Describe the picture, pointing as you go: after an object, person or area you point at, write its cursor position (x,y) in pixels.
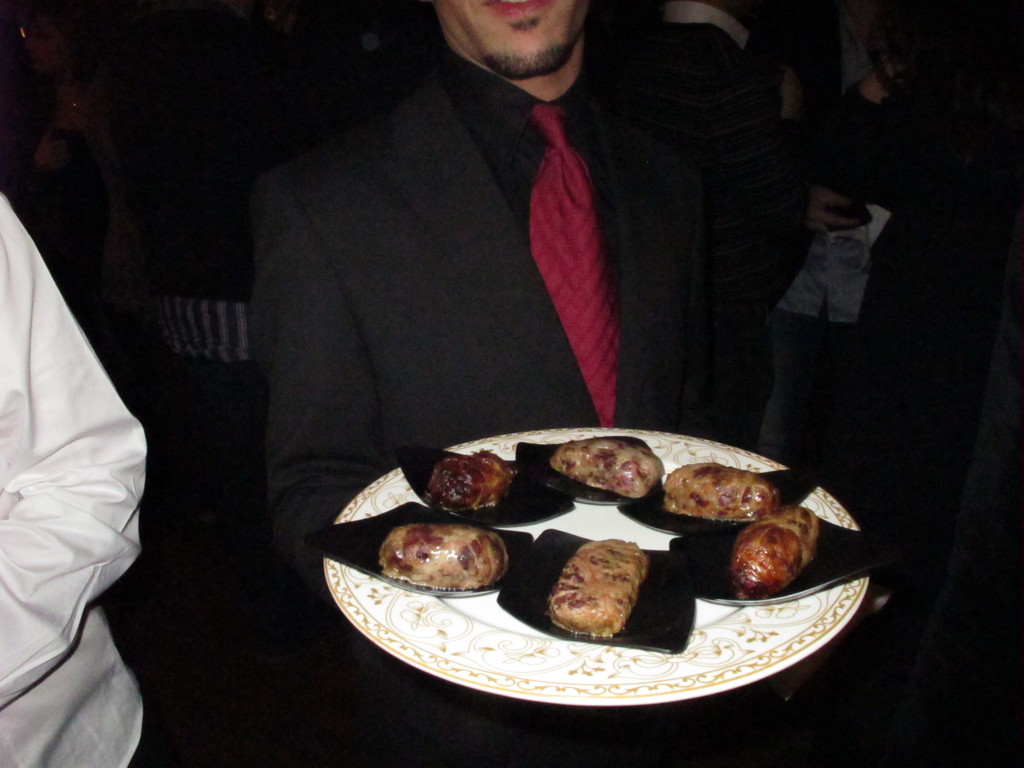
In this image we can see few people (404,249), a person (398,277) is holding a plate (739,637) with food items (597,579).
